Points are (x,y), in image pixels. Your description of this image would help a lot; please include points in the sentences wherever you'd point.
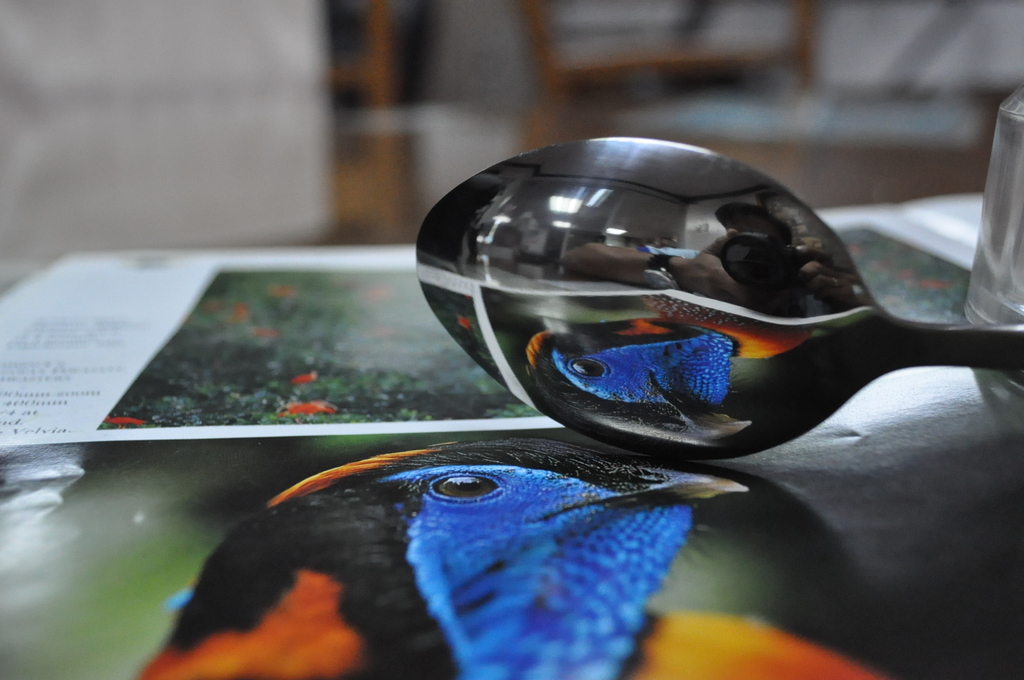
This picture shows a spoon (850,386) and a glass (1011,254) and we see posters (377,452) on the table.
